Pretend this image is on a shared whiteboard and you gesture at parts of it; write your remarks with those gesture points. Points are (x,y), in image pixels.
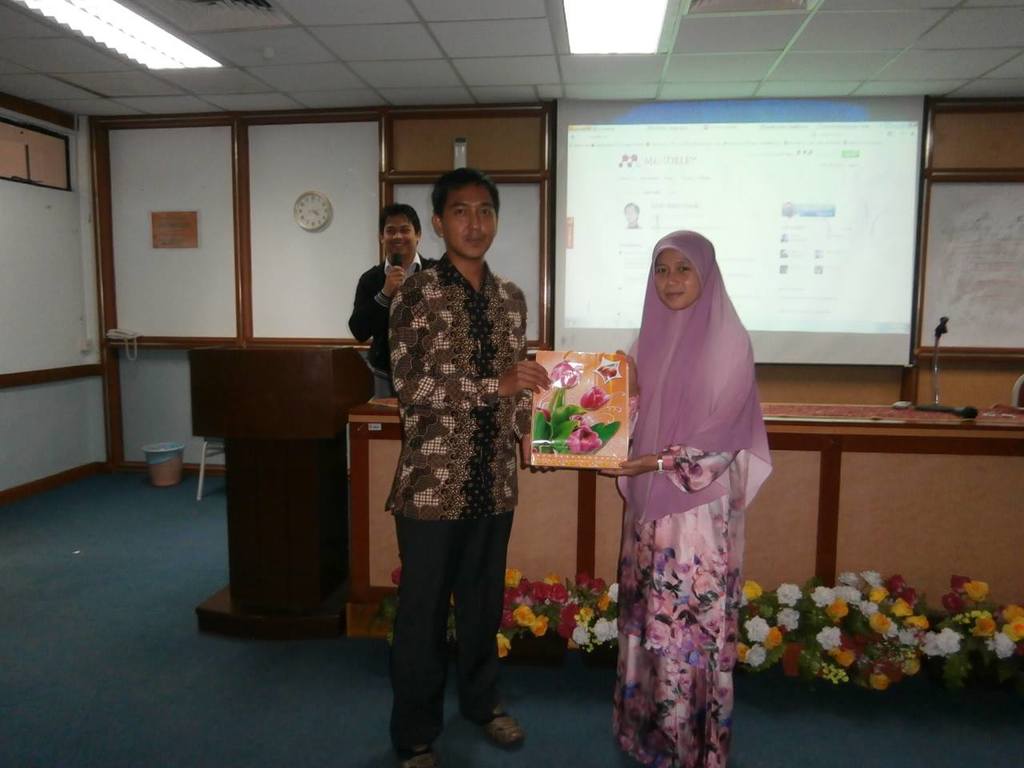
In the picture we can see three people (723,411), two men (418,648) and one woman (710,424), a man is giving something to the woman (682,321) an award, in the background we can see one man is talking in a microphone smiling and just beside to him there is a wooden podium (233,546), wall clock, screen (830,284), near the desk (997,570) and near to the desk (1011,474) there are some flowers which are decorated to it.
